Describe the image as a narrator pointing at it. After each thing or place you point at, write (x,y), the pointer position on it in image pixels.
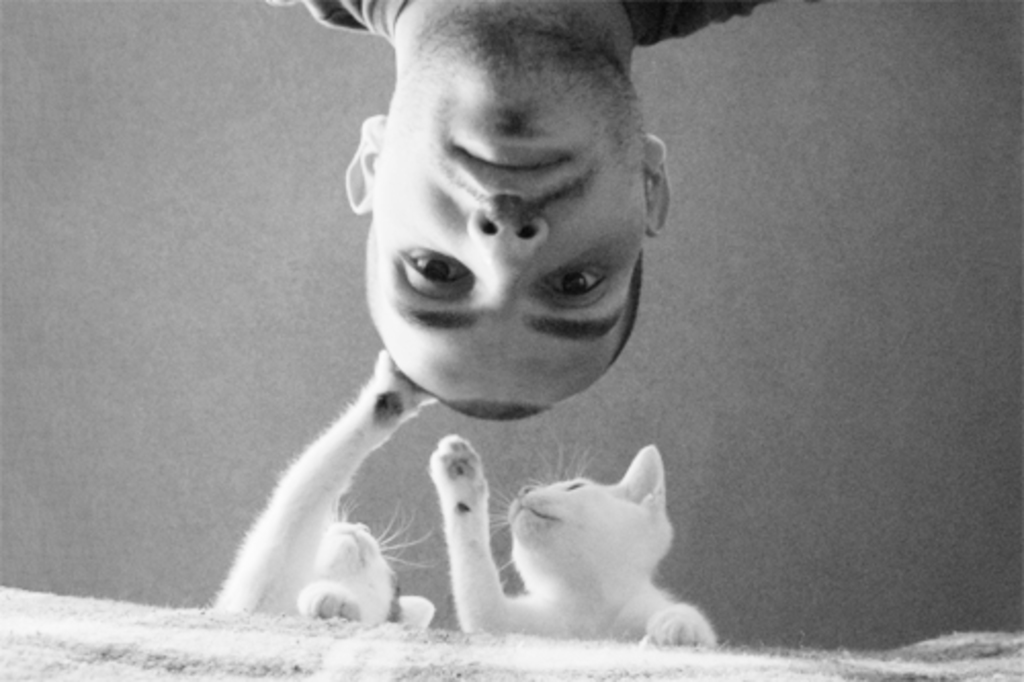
In this picture there is a man (628,174) who is wearing t-shirt (661,3). At the bottom (475,562) there are two white cats (394,601) which are standing near to the bed (518,640).
